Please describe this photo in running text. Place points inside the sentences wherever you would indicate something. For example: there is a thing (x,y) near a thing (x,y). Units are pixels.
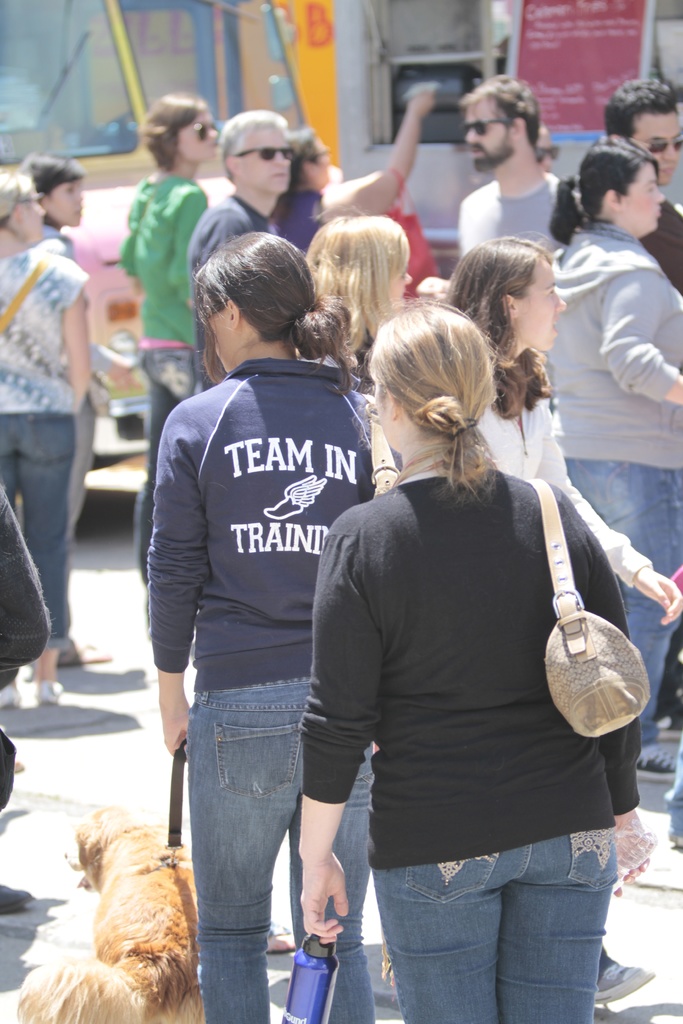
There are several people (281,432) walking and standing on the road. There is a woman (224,591) holding a dog (137,877) in her hand (183,751) wearing a blue t shirt (275,529). In the background (133,41) there is a vehicle (246,41). One of the woman (469,557) is holding the bag (585,664) on her shoulder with a black t shirt (419,837).
